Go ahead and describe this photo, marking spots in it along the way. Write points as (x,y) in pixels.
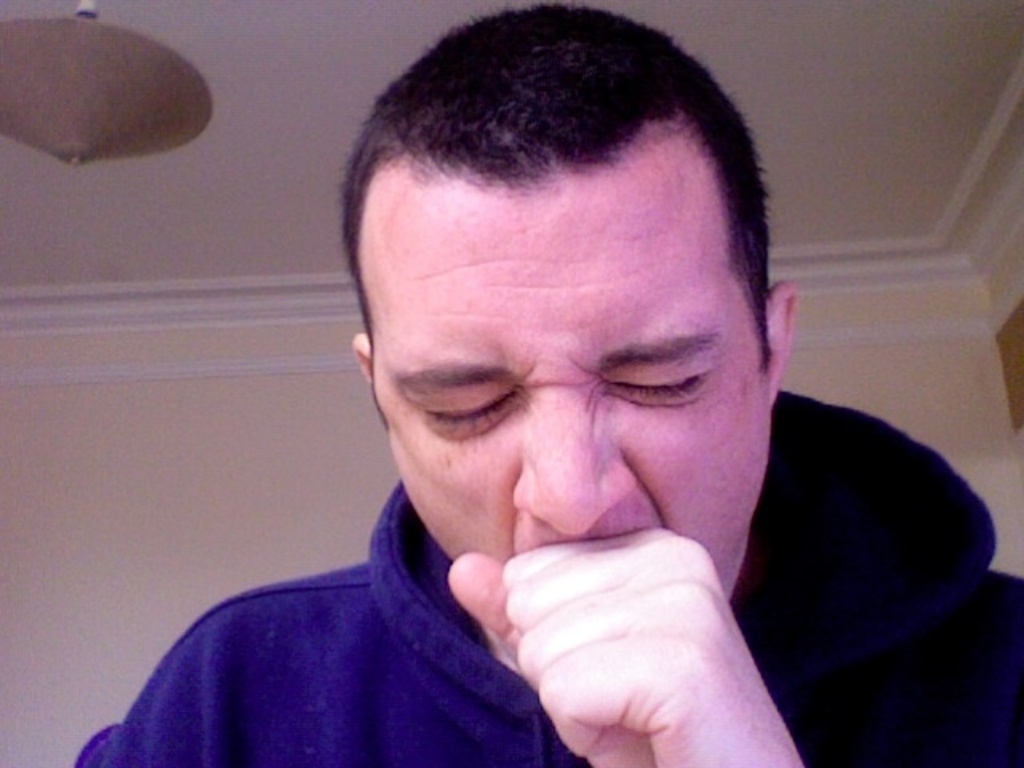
In this image there is a person (431,552), behind the person (346,580) there is a wall (293,346). At the top of the image (191,105) there is an object (181,90) hanging from the ceiling (289,181).
